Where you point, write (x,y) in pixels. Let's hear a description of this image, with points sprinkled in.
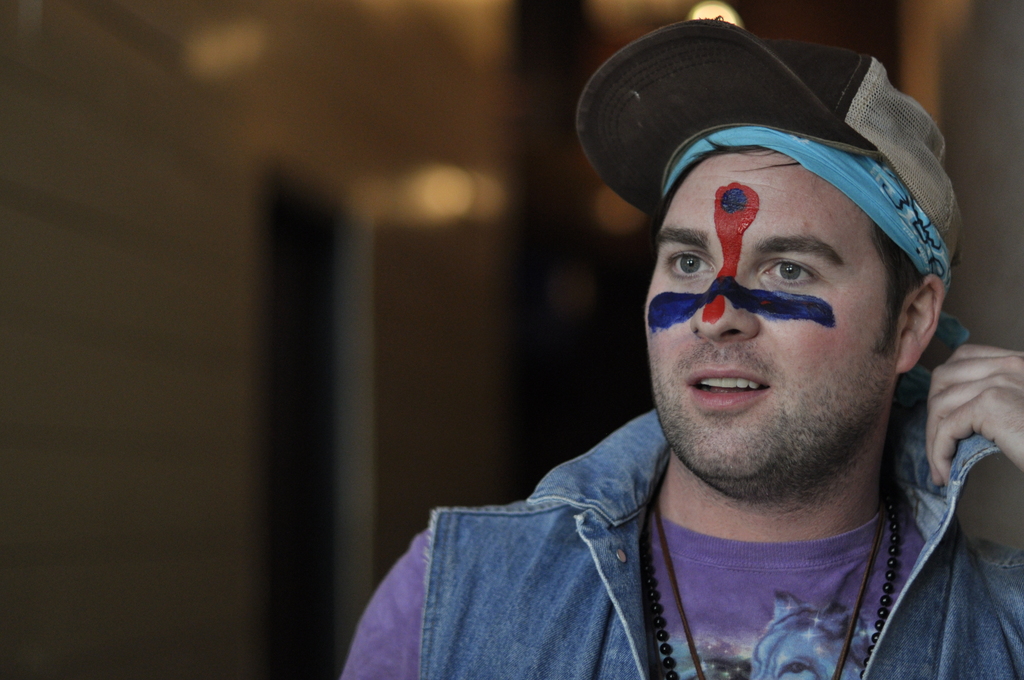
In the center of the image (680,268) we can see person (722,581). In the background (375,118) there is wall (248,140).
